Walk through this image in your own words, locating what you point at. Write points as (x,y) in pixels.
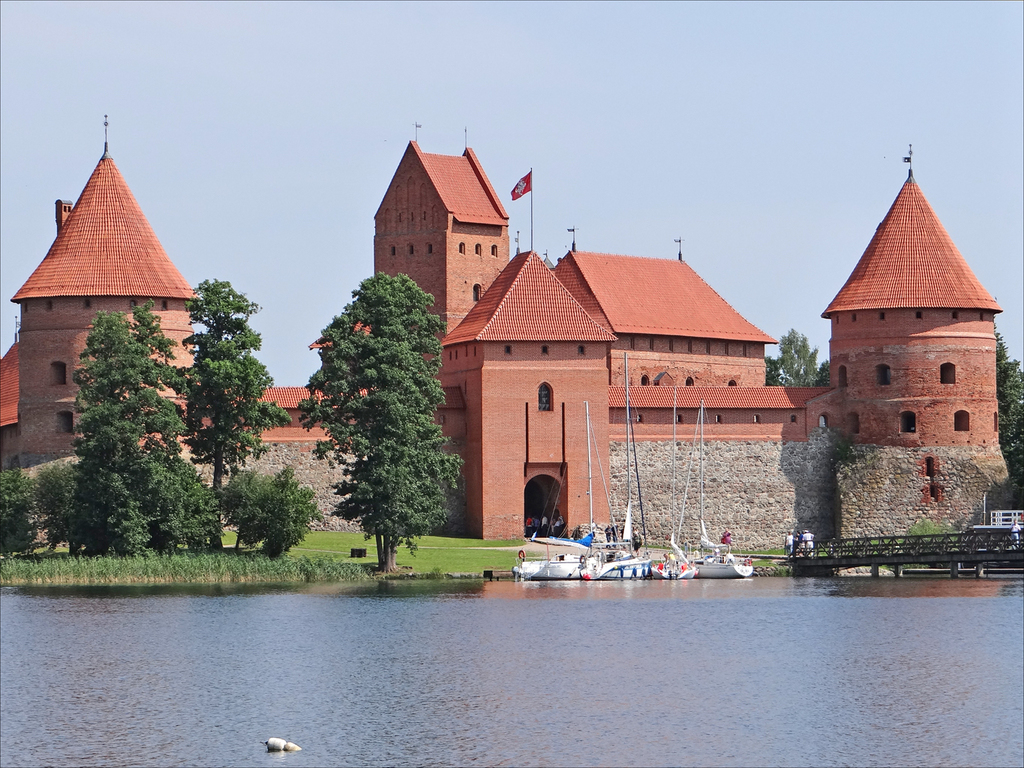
In the foreground of the picture (463,631) there is a water body (377,588). In the center of the picture (399,504) there are trees (156,496), plants (79,561), dock (950,560), people (793,544) and boats (567,553). In the background (519,316) there is a castle (539,305) and there are trees (801,367). Sky (663,165) is sunny.
